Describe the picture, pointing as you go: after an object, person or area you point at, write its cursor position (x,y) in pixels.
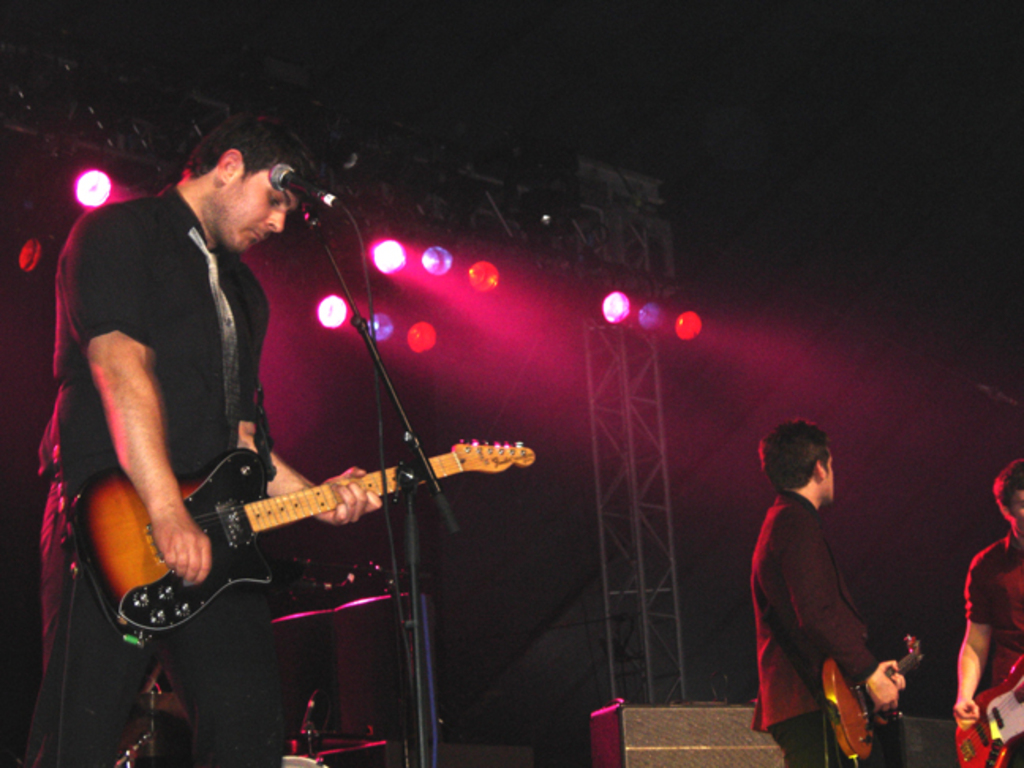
In this image i can see a playing guitar (227,503) man (234,435) there is a microphone (319,197) in front of a man (239,420) and right there are two other man (982,625) standing at the back ground (691,326) i can see few lights (606,305).
